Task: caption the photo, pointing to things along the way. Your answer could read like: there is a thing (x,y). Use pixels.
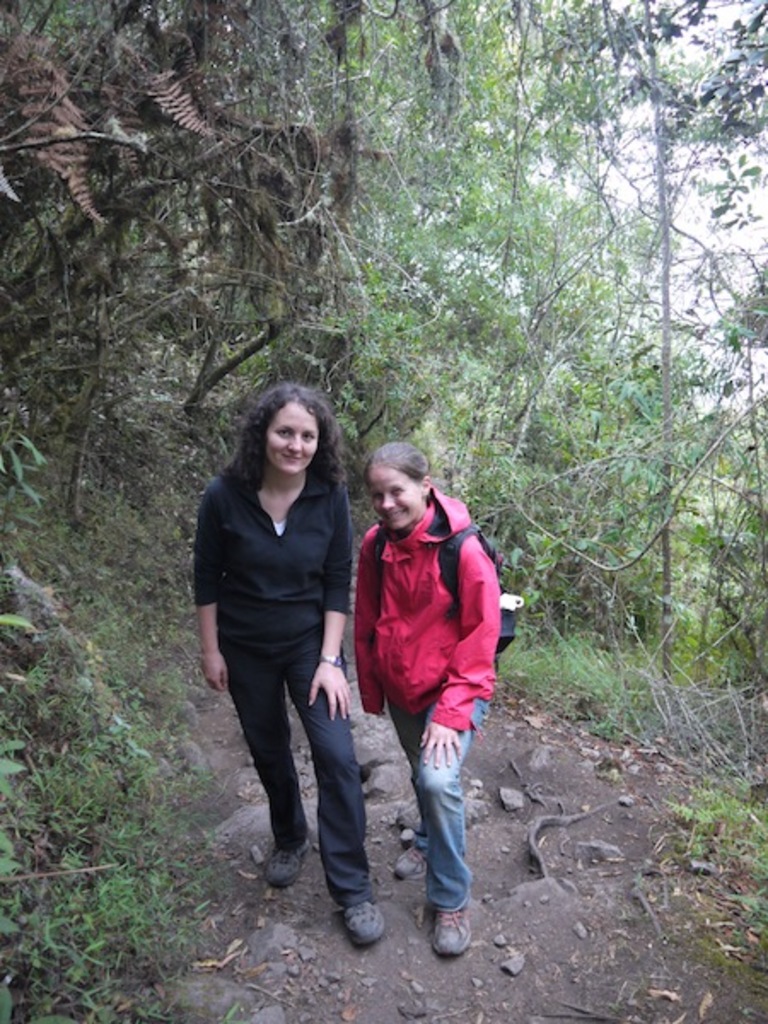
In this image I can see two people (435,604) are standing and wearing pink, black and blue color dresses (454,707). I can see few trees (533,300) and the sky (640,171).
